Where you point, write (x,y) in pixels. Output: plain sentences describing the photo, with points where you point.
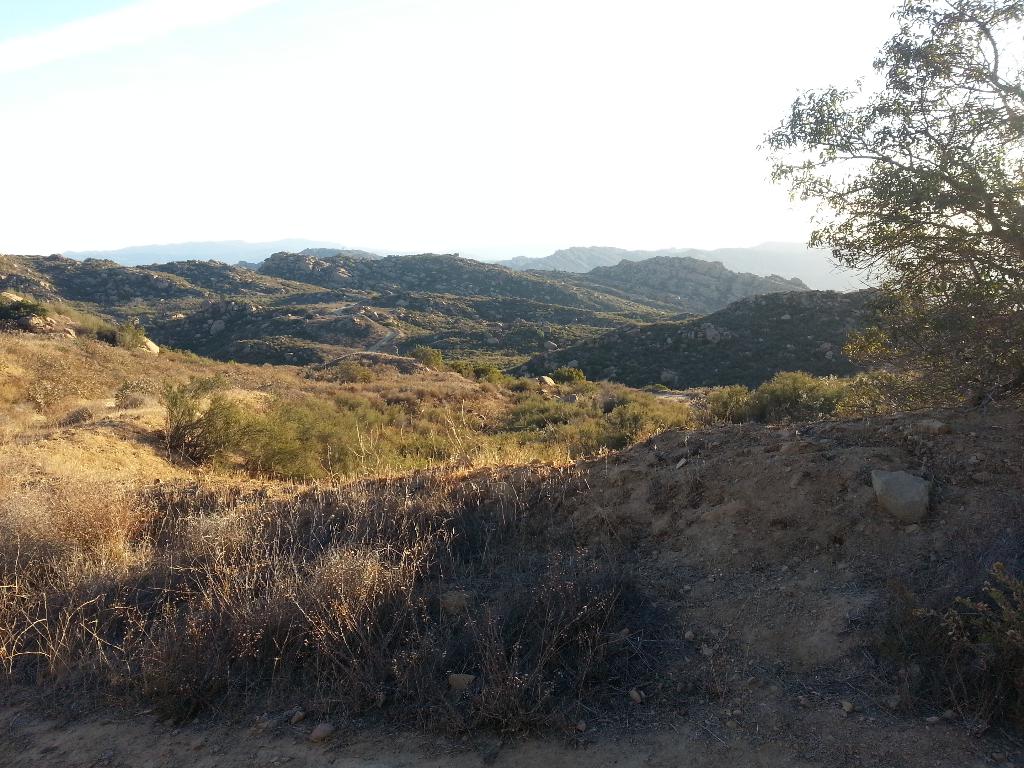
In this picture we can see there are plants (41,305), a tree (879,223), hills (595,267) and the sky (463,129).
